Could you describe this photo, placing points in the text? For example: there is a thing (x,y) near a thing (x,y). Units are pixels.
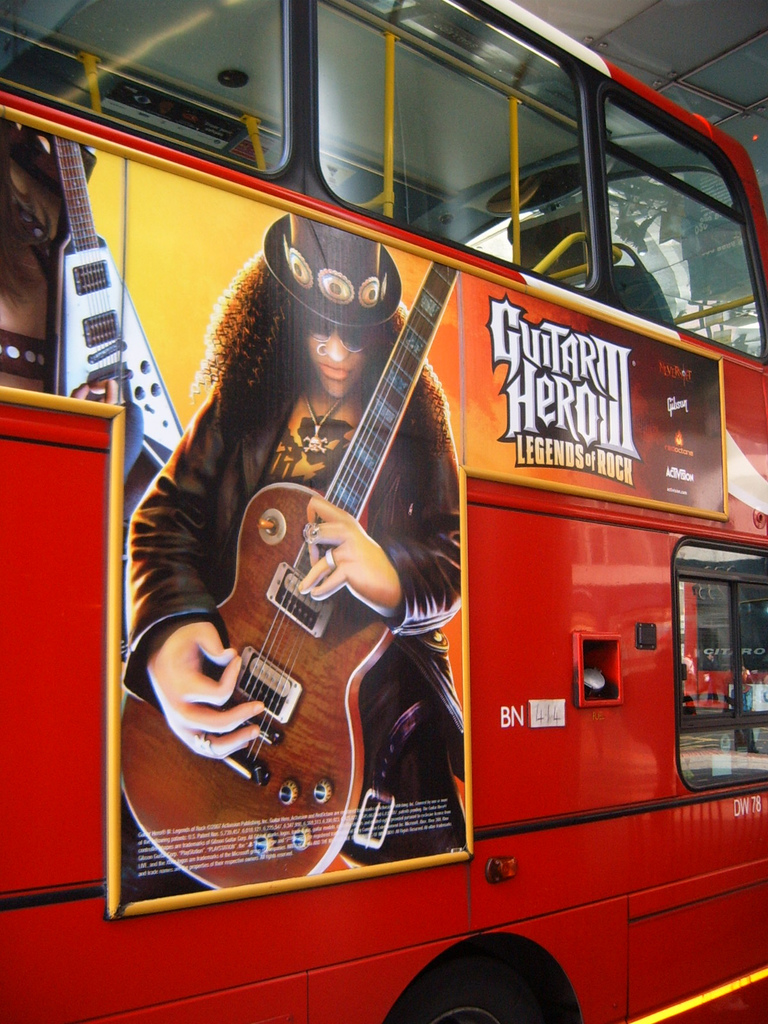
In this picture there is a bus (281,160) on which a poster (203,674) was stuck. On this poster (275,444) there is a man (357,410), wearing a hat (336,309), holding a guitar (287,655) in his hands (316,522).
